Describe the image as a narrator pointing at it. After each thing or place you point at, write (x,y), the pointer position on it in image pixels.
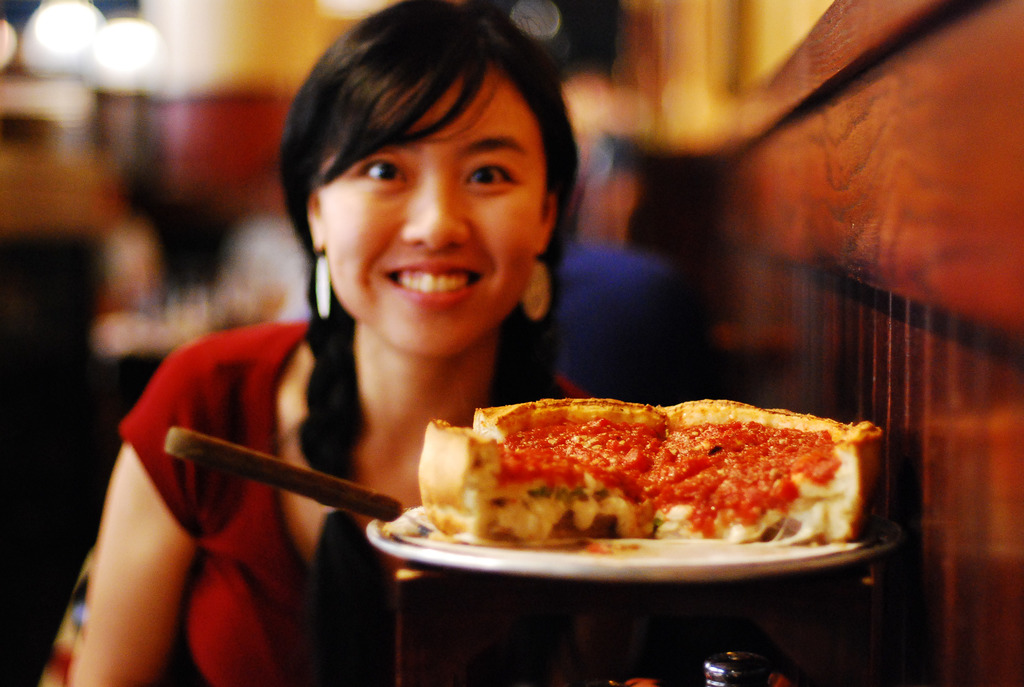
In this picture I can observe a woman (289,442). She is smiling. In front of her I can observe some food (489,492) placed in the plate (513,561). The background (123,189) is completely blurred.
